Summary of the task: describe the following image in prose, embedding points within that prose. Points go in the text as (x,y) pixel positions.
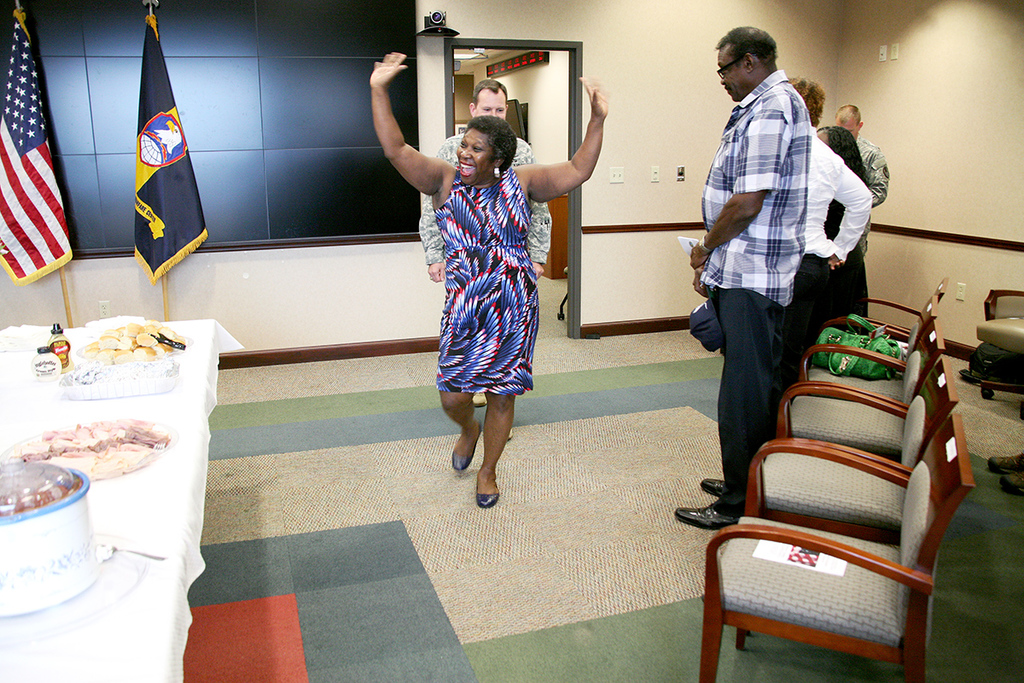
People (485,227) are standing near the chair (833,470) and on the table (139,598) we have food (109,436), bottle (44,348) and near there is flag (146,177).
